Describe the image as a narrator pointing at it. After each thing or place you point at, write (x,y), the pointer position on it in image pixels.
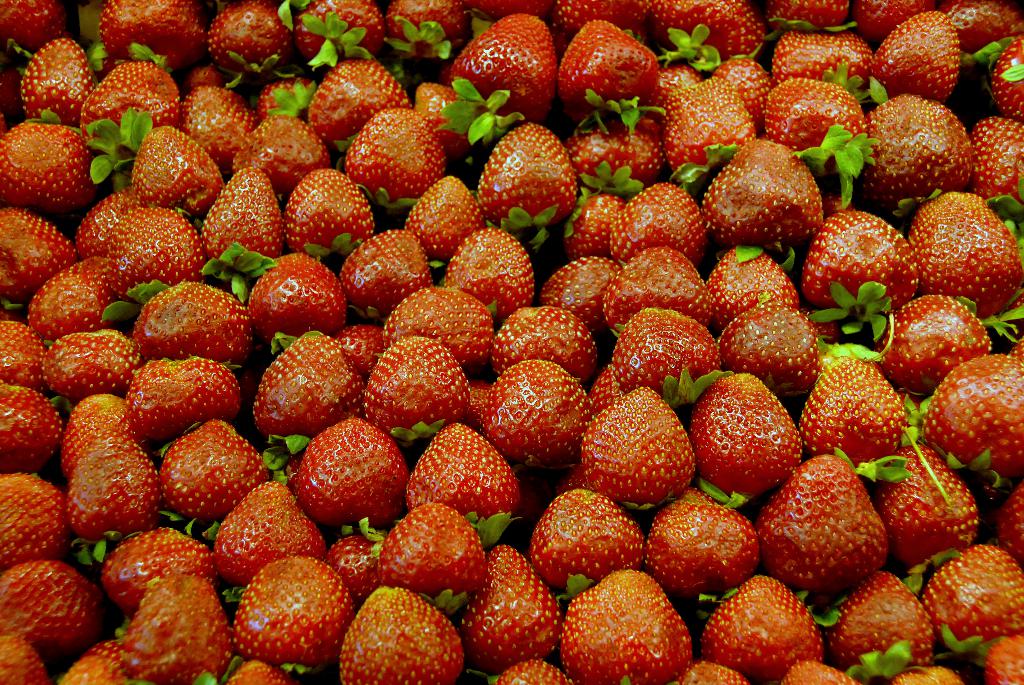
In this image we can see some strawberries (369,459), also we can see some leaves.
